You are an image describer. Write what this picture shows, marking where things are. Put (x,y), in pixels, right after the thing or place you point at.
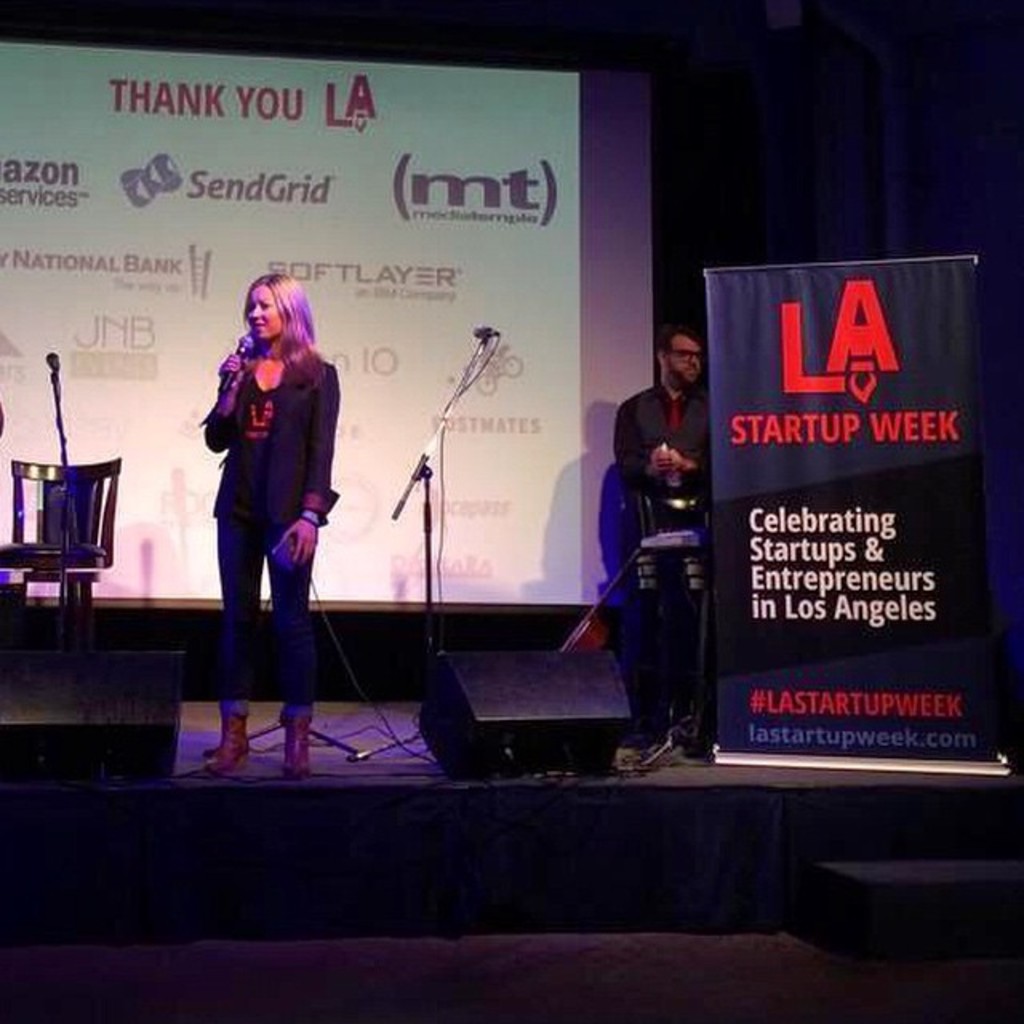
In this image on the left side (296,491) there is one woman (276,485) who is standing, and she is holding a mike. On the right side (941,629) there is one person (665,424) and a board (771,507), on the board (830,685) there is some text (815,517). In the background (396,183) there is a screen (302,197) chair (102,468) and mike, and in the center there are lights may be and in the background (728,187) there is curtain (781,105).
